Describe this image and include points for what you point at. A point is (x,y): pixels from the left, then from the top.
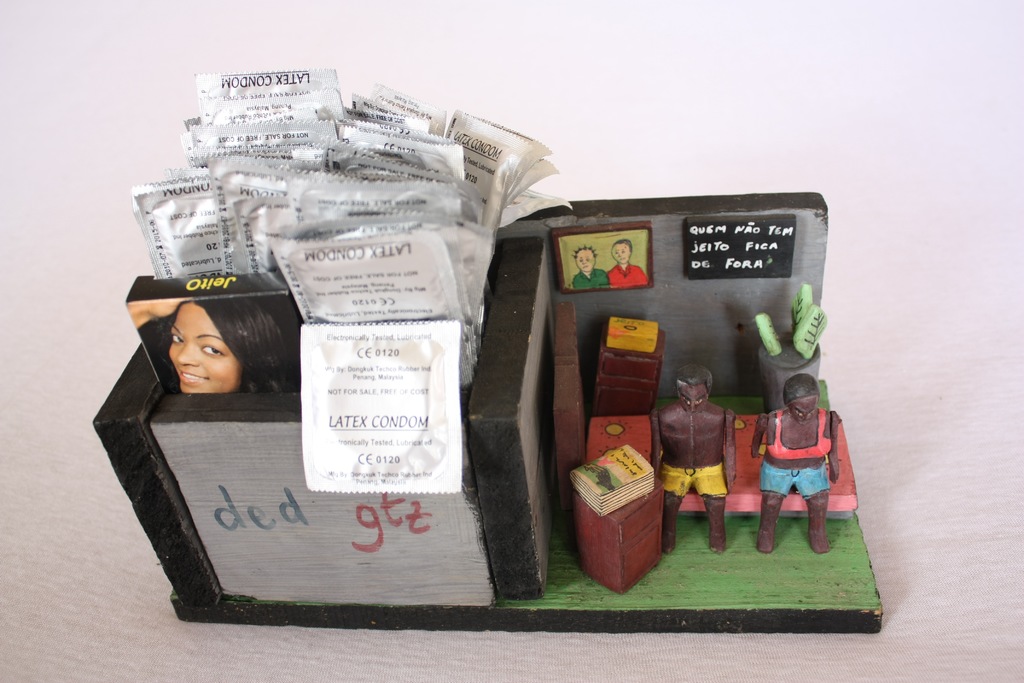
In this picture we can see a box (347,495), packets (359,441), boards (608,312), toys (663,409), text (379,543) on the boards (768,221) are present on the surface (12,638).
